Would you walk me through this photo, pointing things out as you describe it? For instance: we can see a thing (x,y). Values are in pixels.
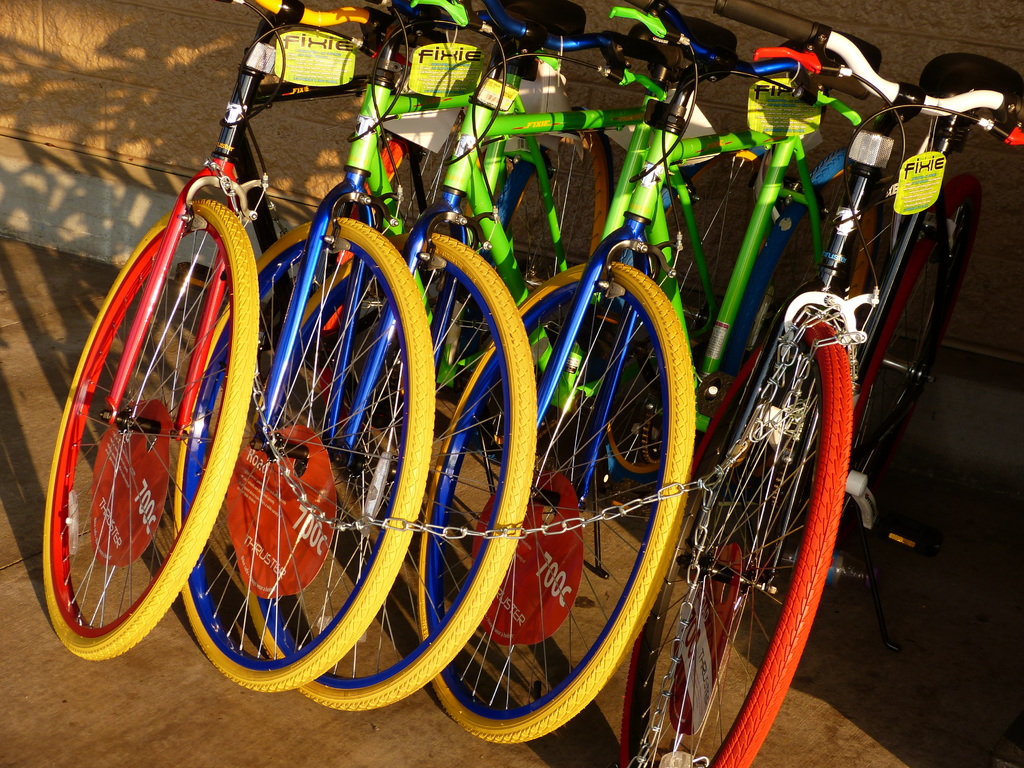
In the center of the image (407,379) we can see few cycles (578,301), which are in different colors. And we can see banners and one chain (433,524). In the background (76,101) there is a wall (178,119).
